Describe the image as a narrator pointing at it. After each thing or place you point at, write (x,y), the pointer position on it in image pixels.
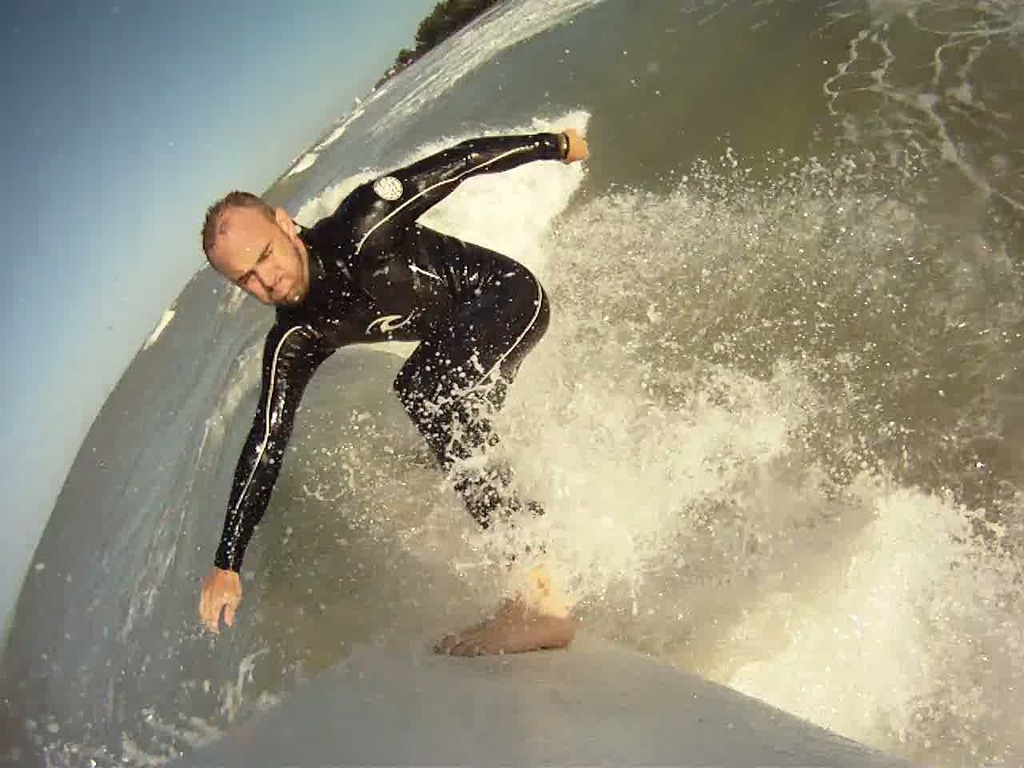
We can see a man (349,287) surfing on the surface of the water (601,382). We can also see the trees (464,7) and also the sky (140,168).
